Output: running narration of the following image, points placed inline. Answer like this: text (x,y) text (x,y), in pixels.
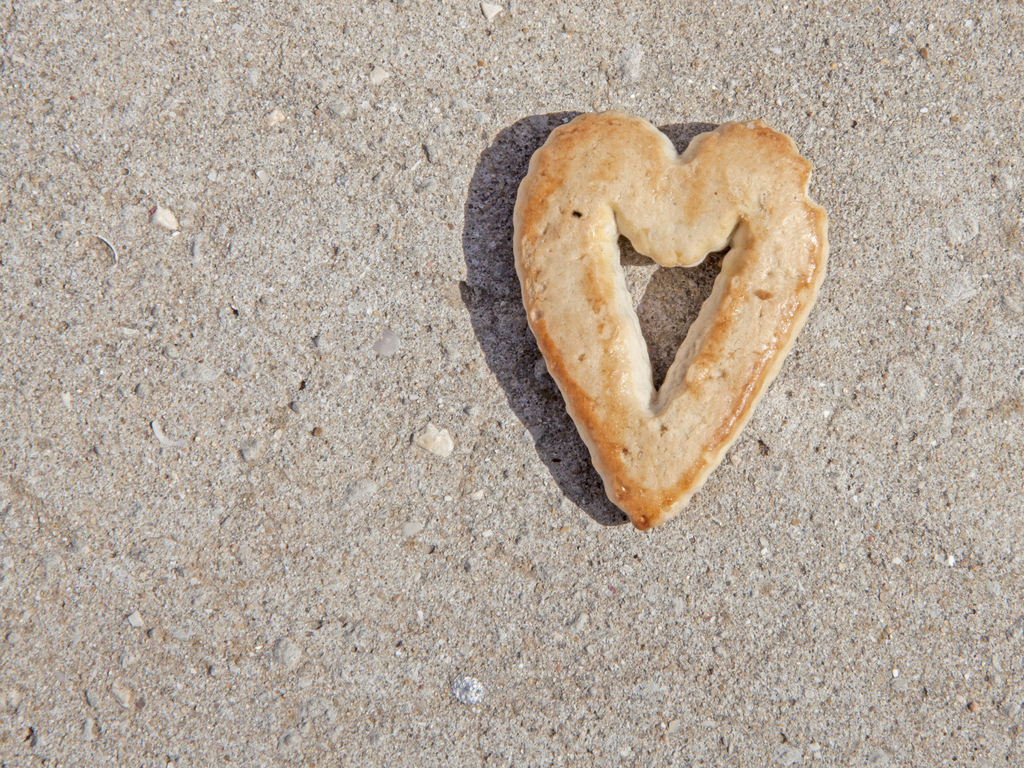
In the picture we can see a path (670,681) on it, we can see a food item (596,408) which is in the shape of a heart.
